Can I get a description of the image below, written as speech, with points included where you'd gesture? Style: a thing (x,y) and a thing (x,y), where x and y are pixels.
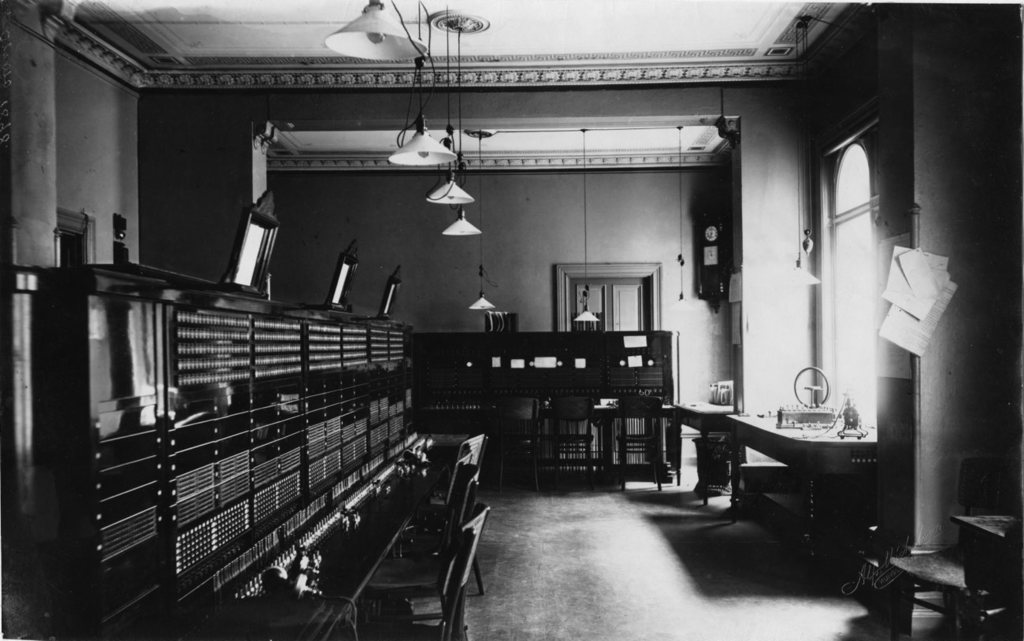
This is a black and white image and here we can see cupboards (319,449), chairs (586,414), boards (447,354), lights (446,193), wires (419,65), some papers (892,301) which are hanging and we can see some stands (822,448) and there are objects (796,388) on them and there is a clock (702,253) on the wall (668,229). At the bottom (606,569), there is a floor (663,578) and we can see some text (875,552).
